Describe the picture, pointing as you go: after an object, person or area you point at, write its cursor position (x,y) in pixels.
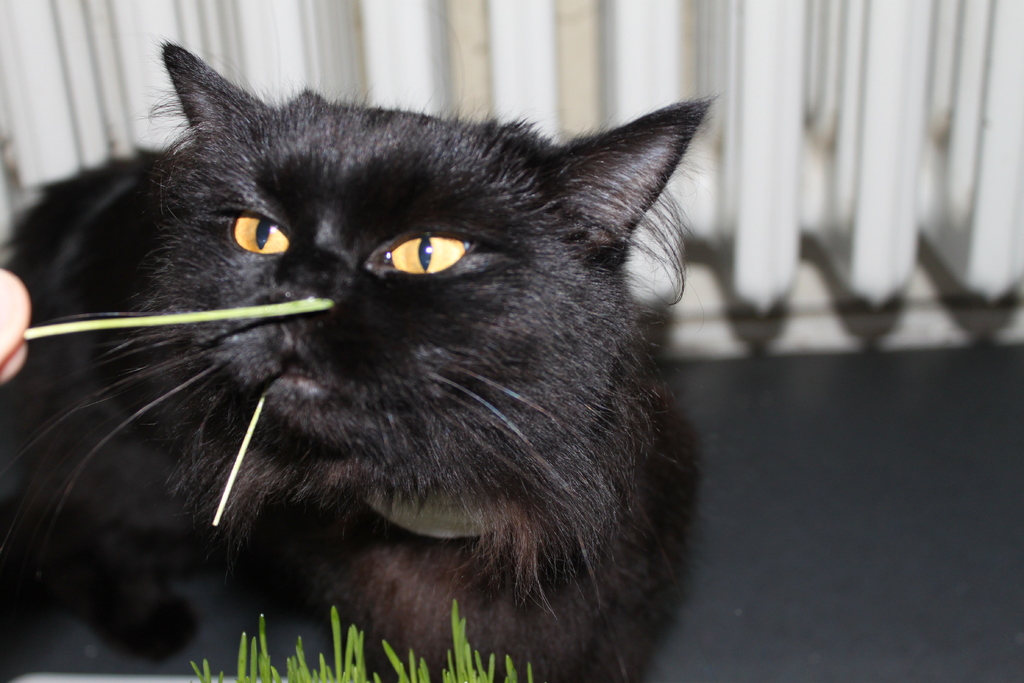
In the middle of the picture (607,326) we can see a black cat (341,328). At the bottom (308,676) there is grass (406,672). On the left (22,327) we can see a person's finger (15,286). At the top (547,33) there is a white color object (447,44).
